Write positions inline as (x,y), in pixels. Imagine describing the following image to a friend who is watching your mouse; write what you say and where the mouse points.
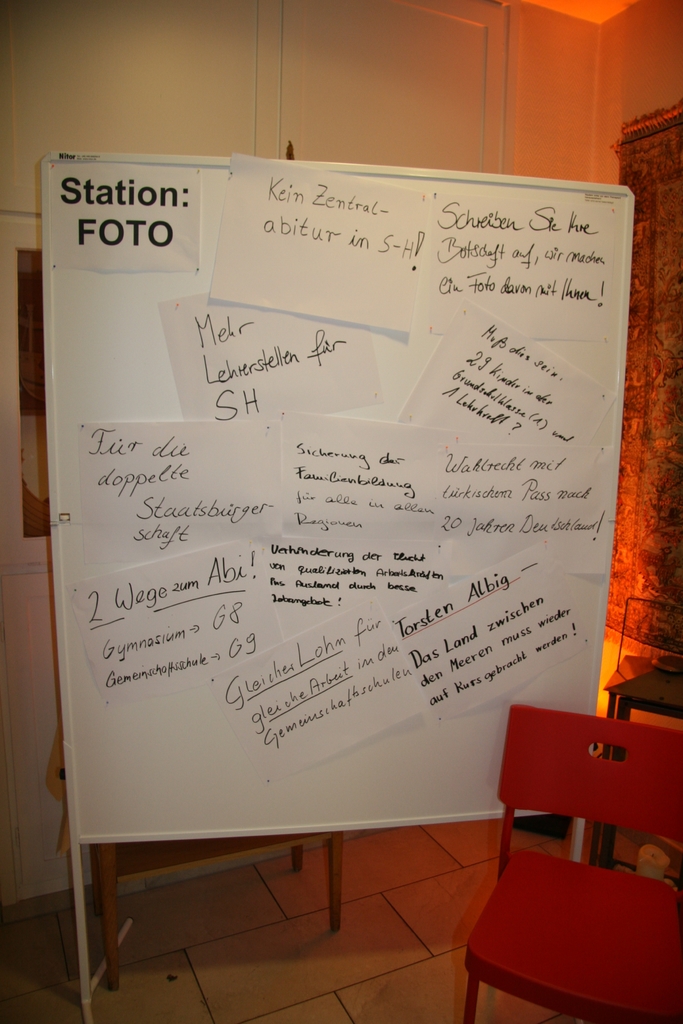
We can see papers (167,690) on board (167,754), in front of this board (322,766) we can see chair (587,801). On the background (395,57) we can see wall (597,43) and curtain (656,410).
